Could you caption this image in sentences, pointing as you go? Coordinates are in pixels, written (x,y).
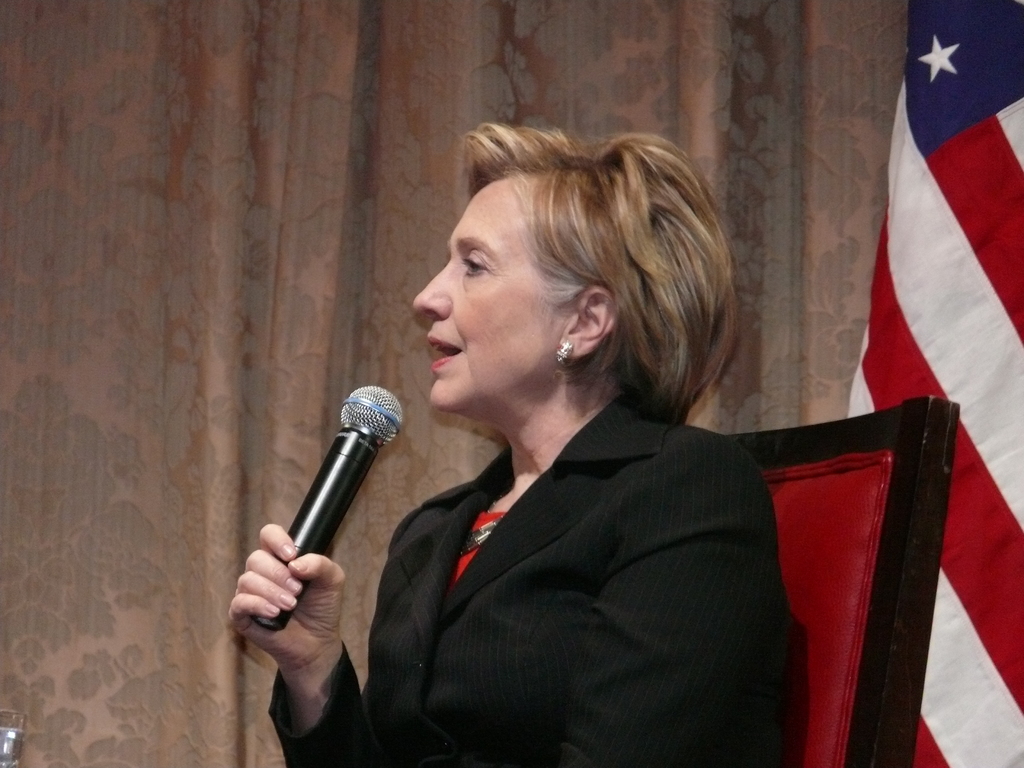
a person (683,625) is sitting on a chair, wearing black suit (561,583), holding a microphone (349,465) in her hand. at the right (912,383) there is a flag (985,331). behind her there are curtains (302,80).
